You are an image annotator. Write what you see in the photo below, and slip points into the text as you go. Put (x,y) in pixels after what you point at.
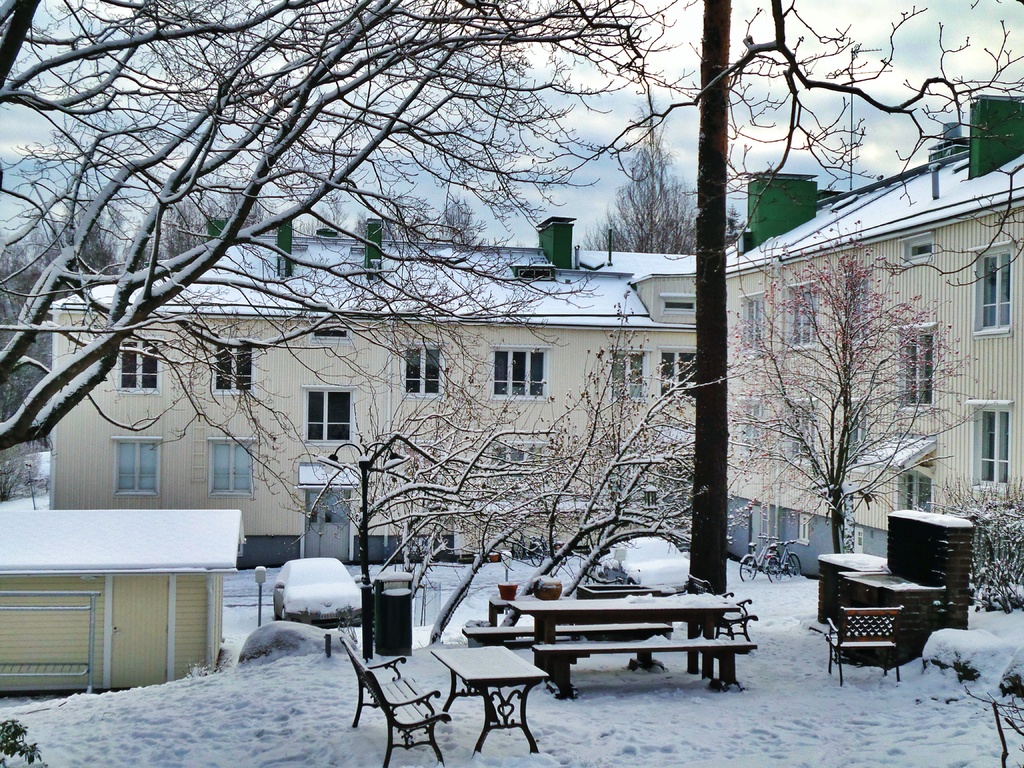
In this image I can see the tables (513,707) and chairs (571,645). To the side of these I can see the pole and many trees (476,451). In the background (179,425) I can see the buildings (364,405) with windows (545,392) and the vehicles (597,578) covered with snow (661,569). To the right (831,576) I can see some objects (830,580) and bicycles (756,564). In the background (523,81) I can see few more trees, clouds (656,41) and the sky (606,81).
